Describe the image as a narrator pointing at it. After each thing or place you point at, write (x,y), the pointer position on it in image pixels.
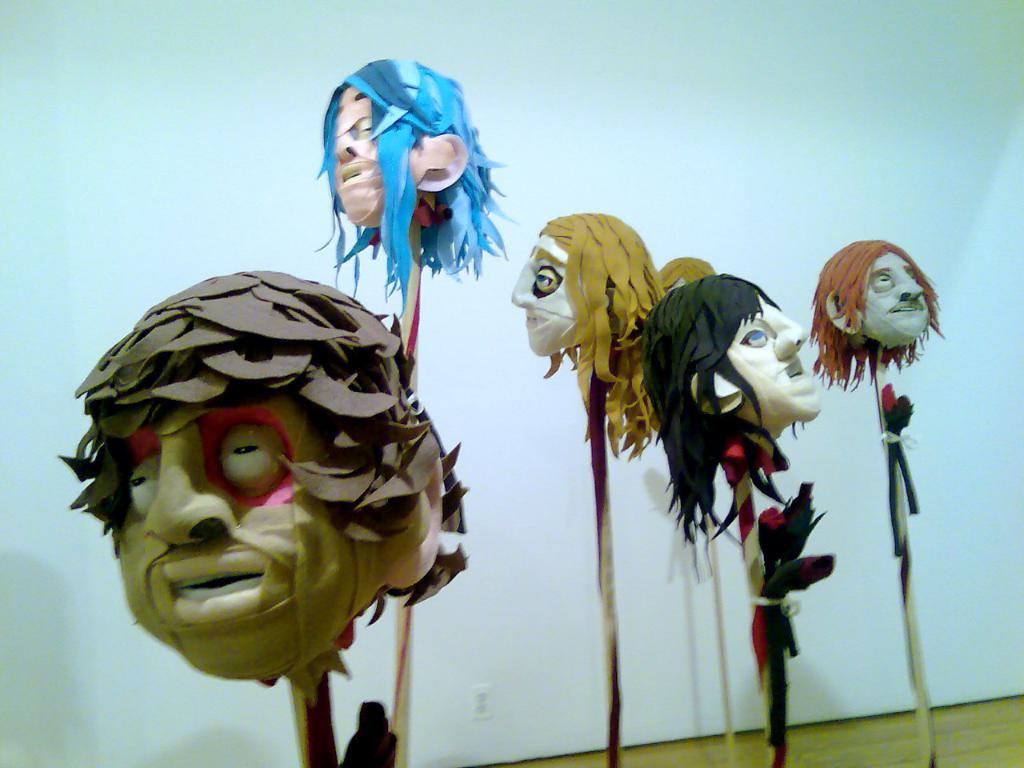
In this picture, we see the heads (380,385) of the monster toy dolls (604,290). We see the poles (613,590). In the right bottom (968,723), we see a wooden floor (855,729). In the background (960,252), we see a wall (660,630) in white color.
